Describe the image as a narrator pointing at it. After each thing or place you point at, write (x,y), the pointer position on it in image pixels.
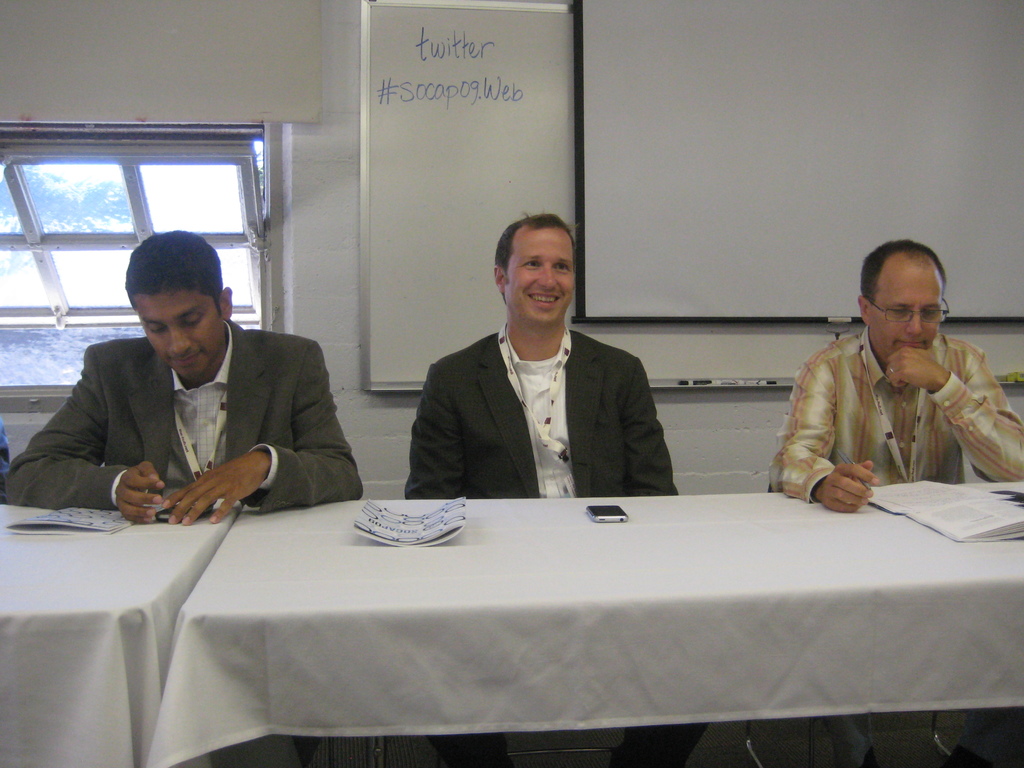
In this image there are three persons (830,395) sitting on the chairs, and on tables (176,606) there are papers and a mobile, and at the background (707,147) there are screens (688,145) and a board (557,71) attached to the wall (317,126), window (168,212), tree (6,205).
